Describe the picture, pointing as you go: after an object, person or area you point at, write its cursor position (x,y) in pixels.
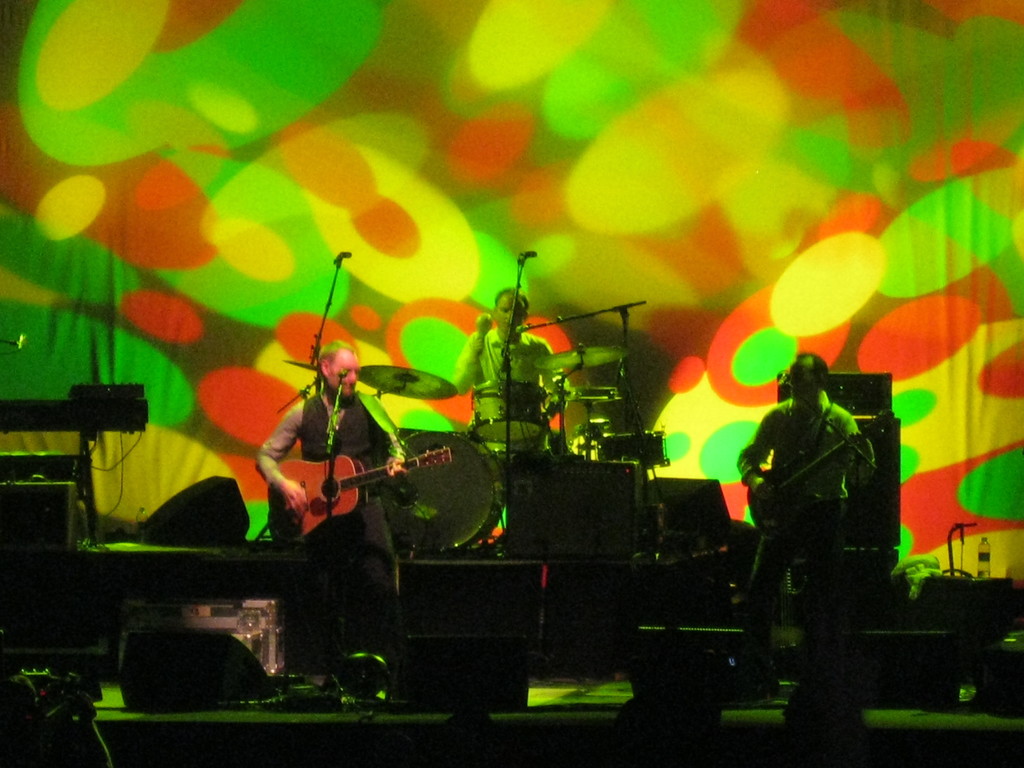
In the middle (513,371) there is a man (530,362) he is playing drums (520,392). on the right (805,455) there is a man (798,539) he is playing guitar (793,494). on the left (329,478) there is a man (365,499) he is playing guitar (350,485). I think this is a stage performance. In the background (519,165) there is a poster (377,195).
